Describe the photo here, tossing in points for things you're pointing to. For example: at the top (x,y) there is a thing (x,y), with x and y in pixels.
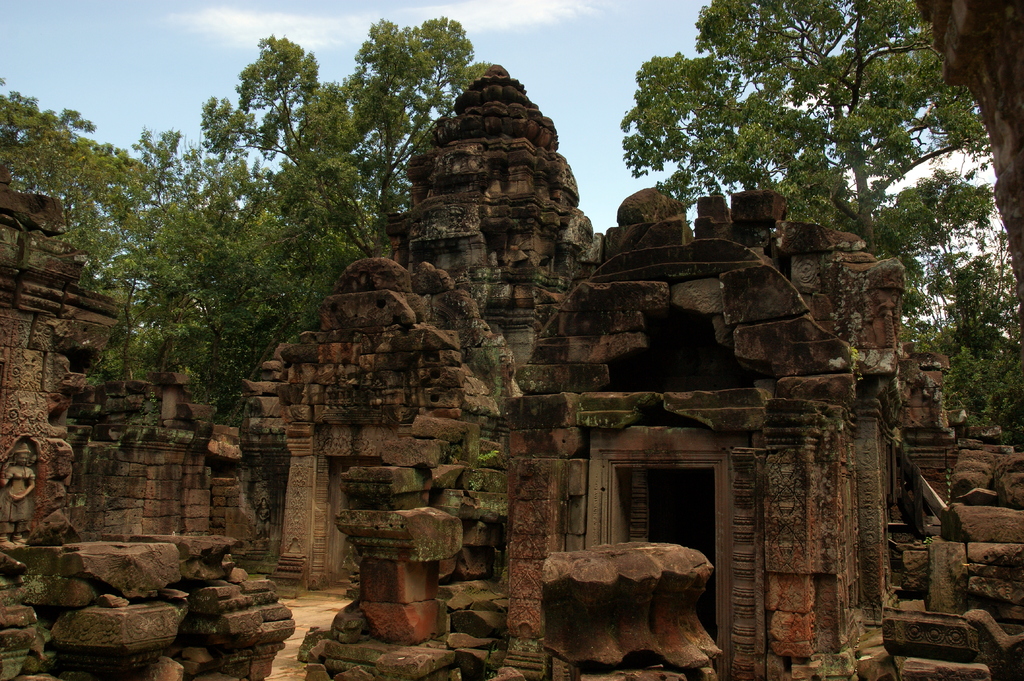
In this image I can see the temples (517,519) which are made up of rocks (475,505). To the left (32,495) I can see the statue (17,534). In the background (369,127) I can see many trees (380,77) and the sky (266,21).
